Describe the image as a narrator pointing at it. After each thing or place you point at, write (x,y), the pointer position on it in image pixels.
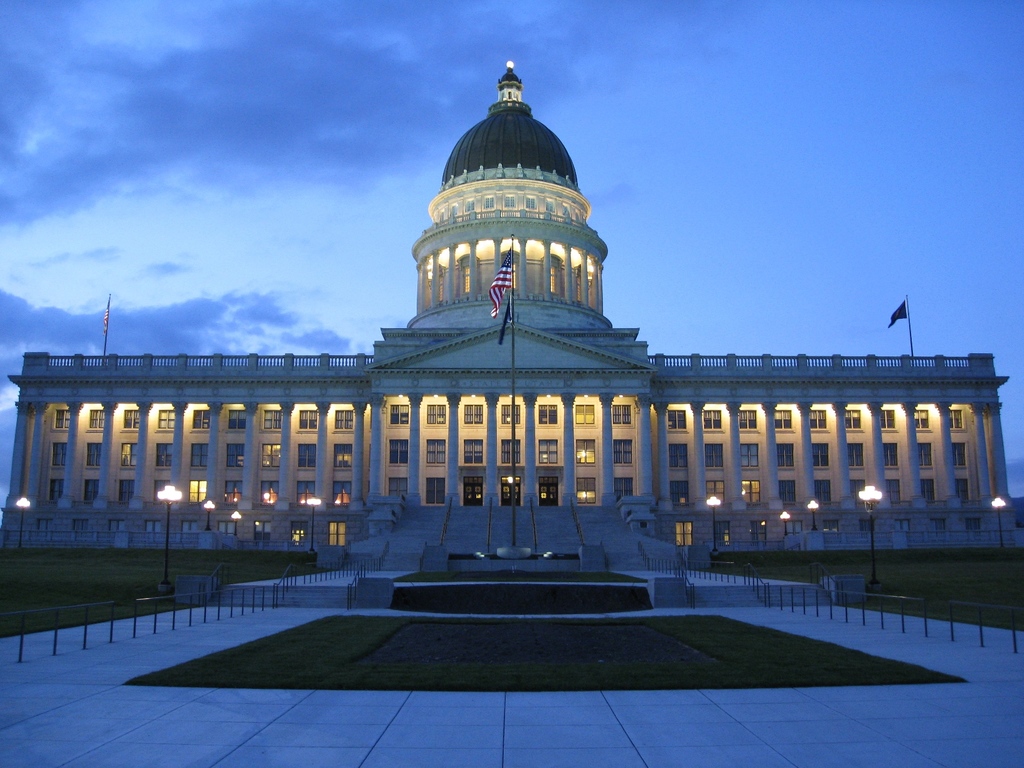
In the image we can see there is a ground (588,658) covered with grass (728,660) and there are stairs (493,541). There is a building (449,472) and there are street light poles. There are flags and there is a cloudy sky (107,269).
